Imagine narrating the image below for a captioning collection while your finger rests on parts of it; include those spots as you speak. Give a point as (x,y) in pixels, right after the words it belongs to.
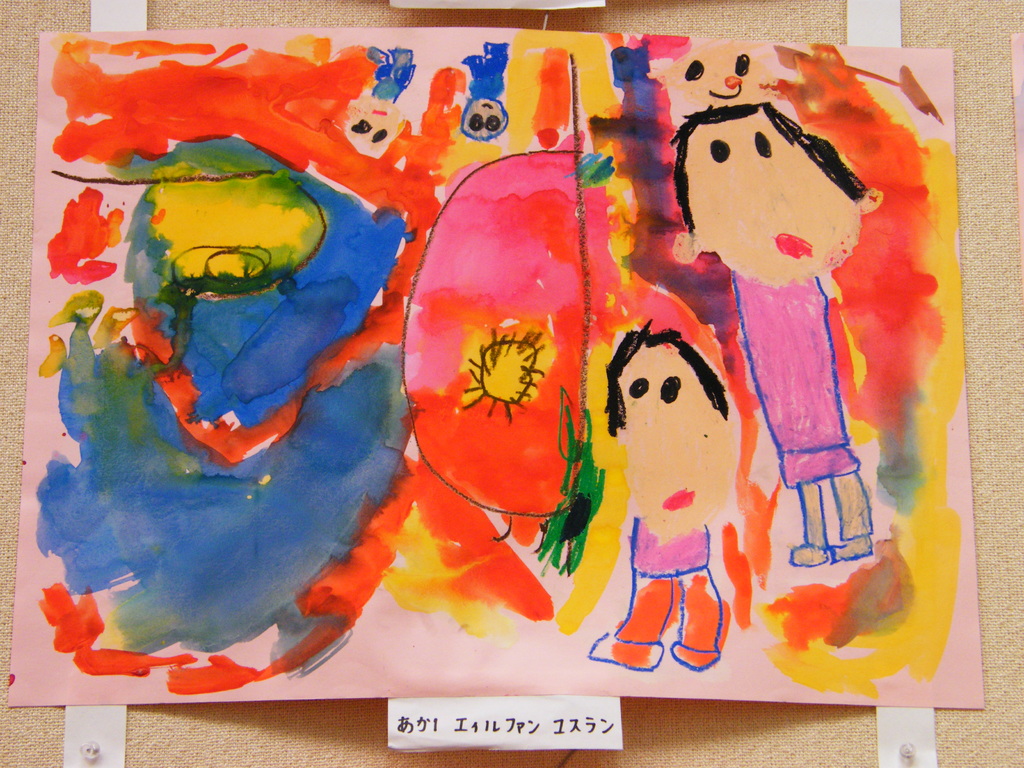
In this picture we can see a paper (682,620), there is drawing (772,218) of two persons (730,236) and some colors on this paper (499,401), at the bottom (540,732) there is some text (513,717).
